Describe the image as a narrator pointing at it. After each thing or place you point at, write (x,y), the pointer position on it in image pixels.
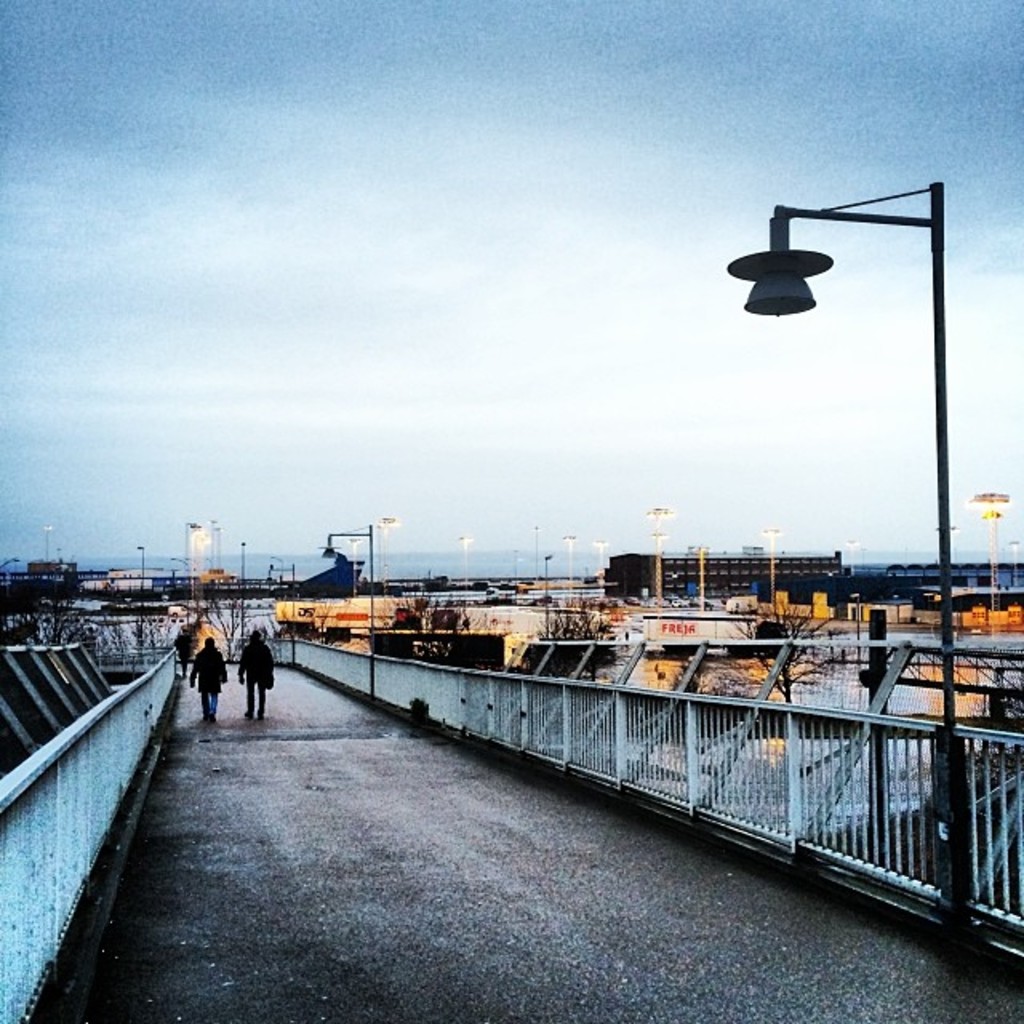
In the center of the image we can see two people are walking on the road (355,758). In the background of the image (974,578) we can see the buildings (983,601), lights (856,549), poles (952,656), bridge (1016,670), railing (659,643), trees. At the top of the image (511,144) we can see the sky (373,221).
